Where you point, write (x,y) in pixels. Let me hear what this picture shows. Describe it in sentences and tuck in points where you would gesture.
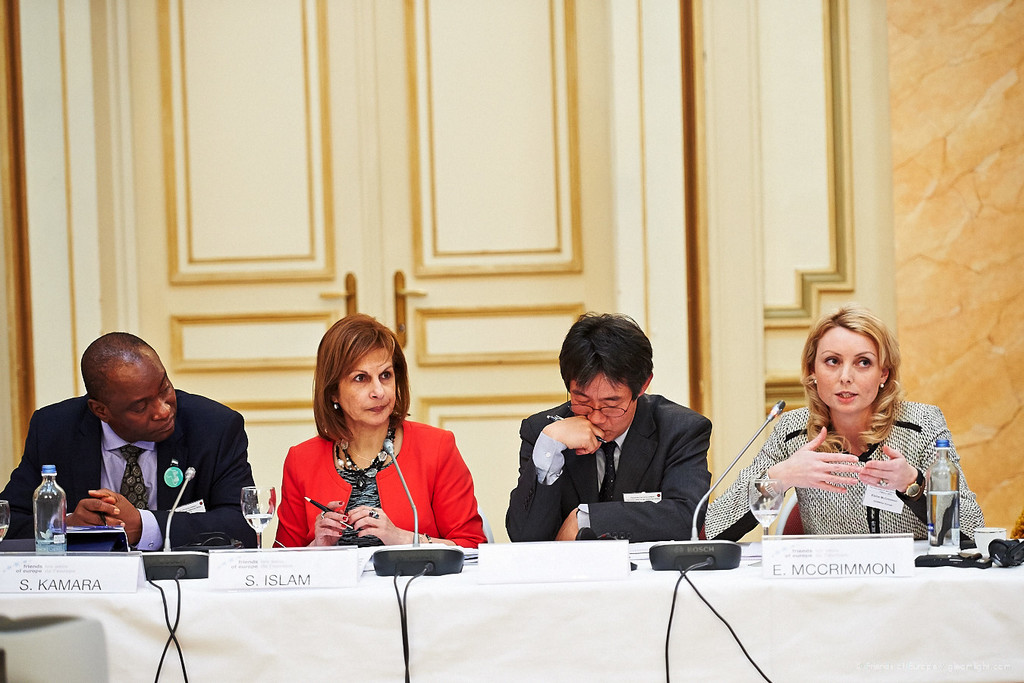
People (466,477) are sitting on the chair (490,532), near the table (310,591), there is bottle (59,501) in the back side (344,200) there is door (328,200).
